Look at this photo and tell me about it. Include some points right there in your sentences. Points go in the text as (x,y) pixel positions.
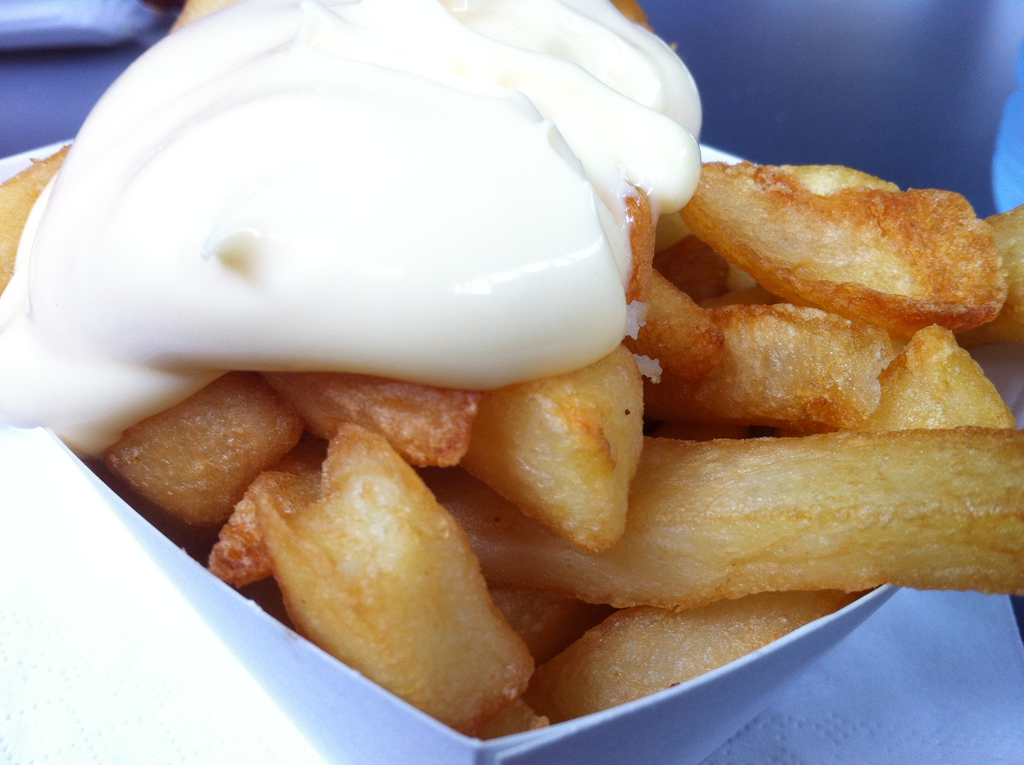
In this picture we can see a box (720,714) here, we can see french fries (718,494) and mayonnaise (457,271) present in the box (704,719).
